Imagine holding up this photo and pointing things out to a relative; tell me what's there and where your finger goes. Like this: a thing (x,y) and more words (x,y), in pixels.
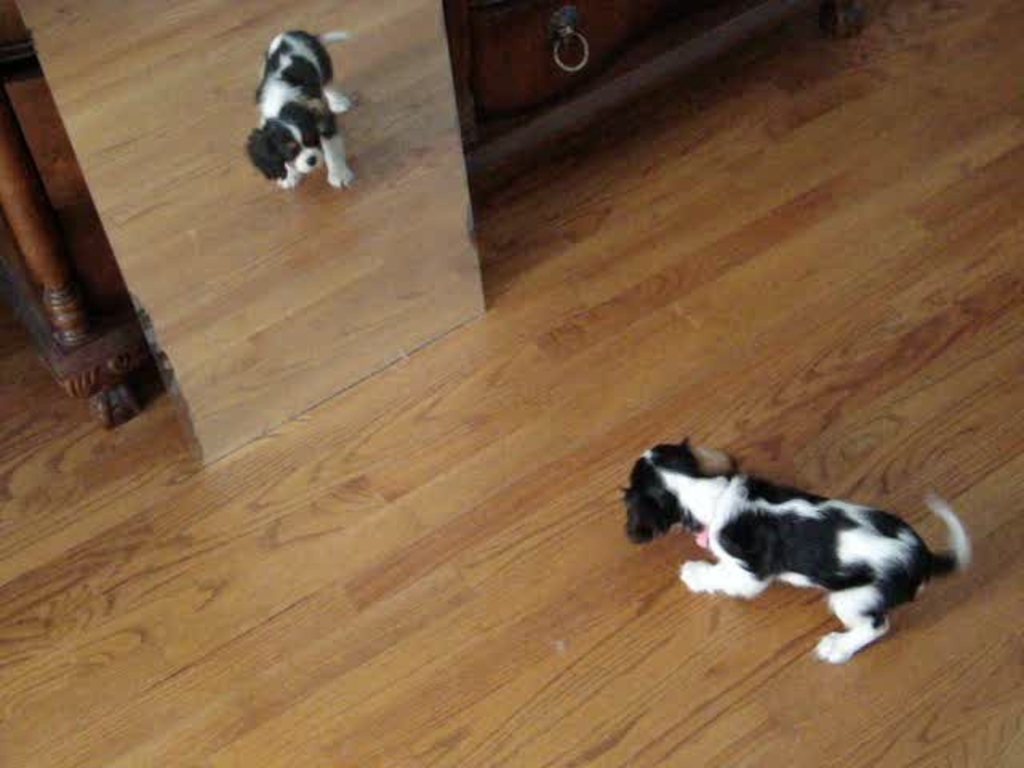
In this image I can see a dog (775,538) on the floor (578,555) and its mirror image (271,98) in the mirror (272,161). In the background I can see a table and a cabinet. This image is taken may be in a hall (588,407).
